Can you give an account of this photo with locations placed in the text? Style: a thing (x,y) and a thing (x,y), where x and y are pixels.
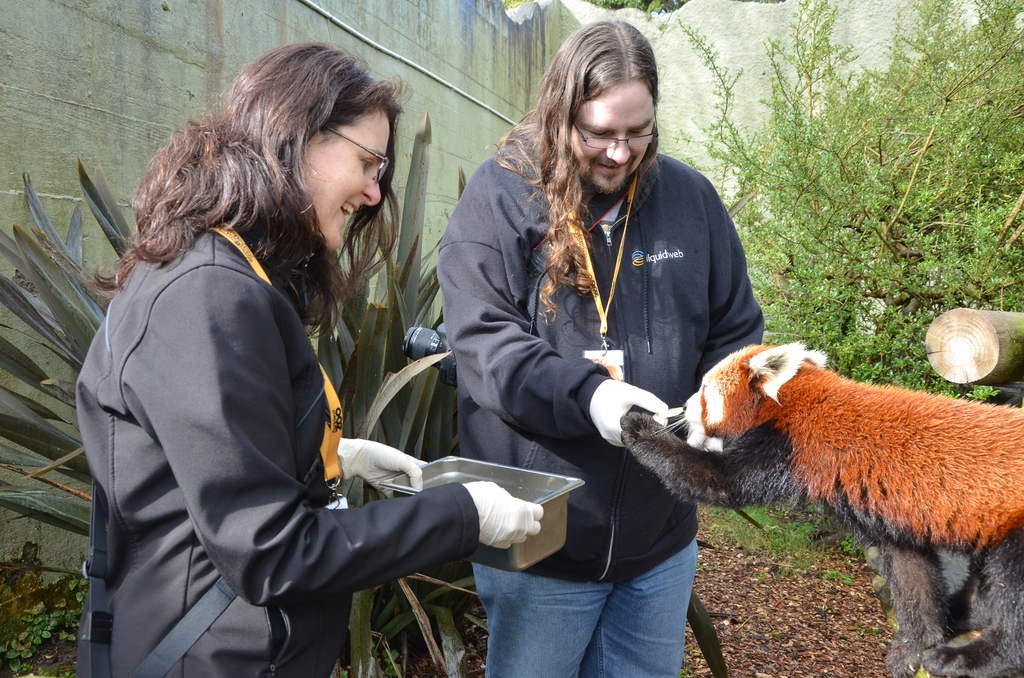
In this image we can see two persons (215,431) standing on the ground (737,607), a person (493,512) is holding a bowl (450,472) and a person (640,403) is holding an object (677,411), there is an animal (863,459) in front of them and there are few trees (894,355) and wall (489,65) in the background (773,58).
